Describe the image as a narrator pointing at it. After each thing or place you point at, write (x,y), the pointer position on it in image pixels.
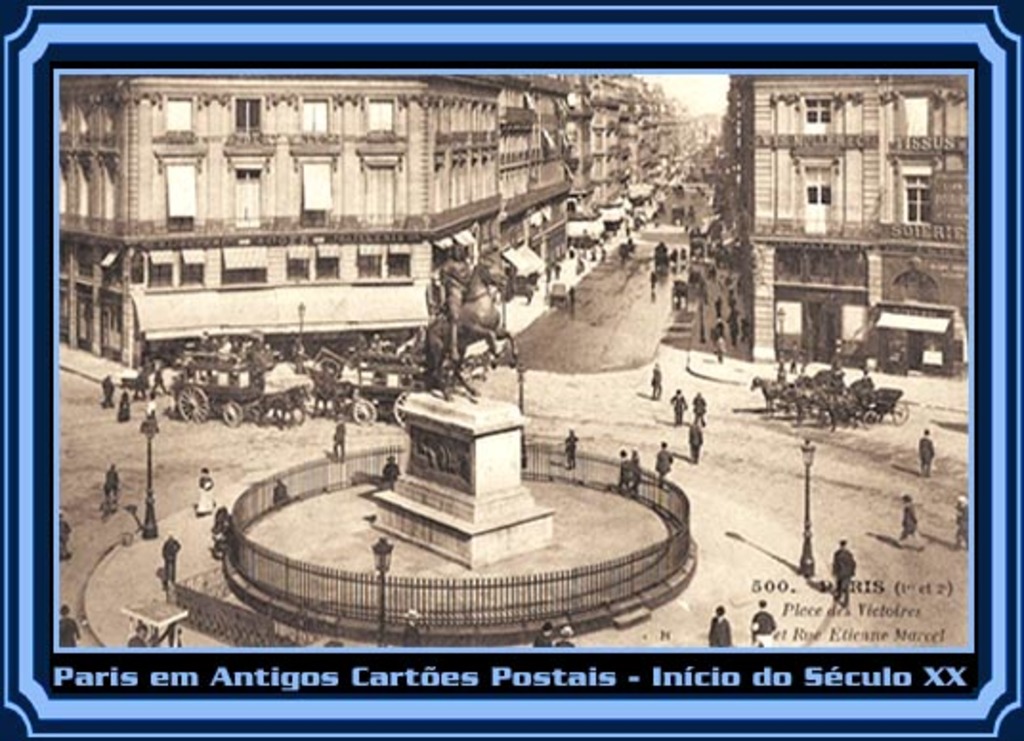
In this image we can see an animated borders (720,690) with some text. There are many buildings (592,205) in the image. There are many people (723,619) in the image. There are few horse carts (808,403) in the image. There is a statue (472,322) of a person (452,336) and a horse (480,303). There is a fence (561,585) in the image. We can see the road (583,344) in the image.
